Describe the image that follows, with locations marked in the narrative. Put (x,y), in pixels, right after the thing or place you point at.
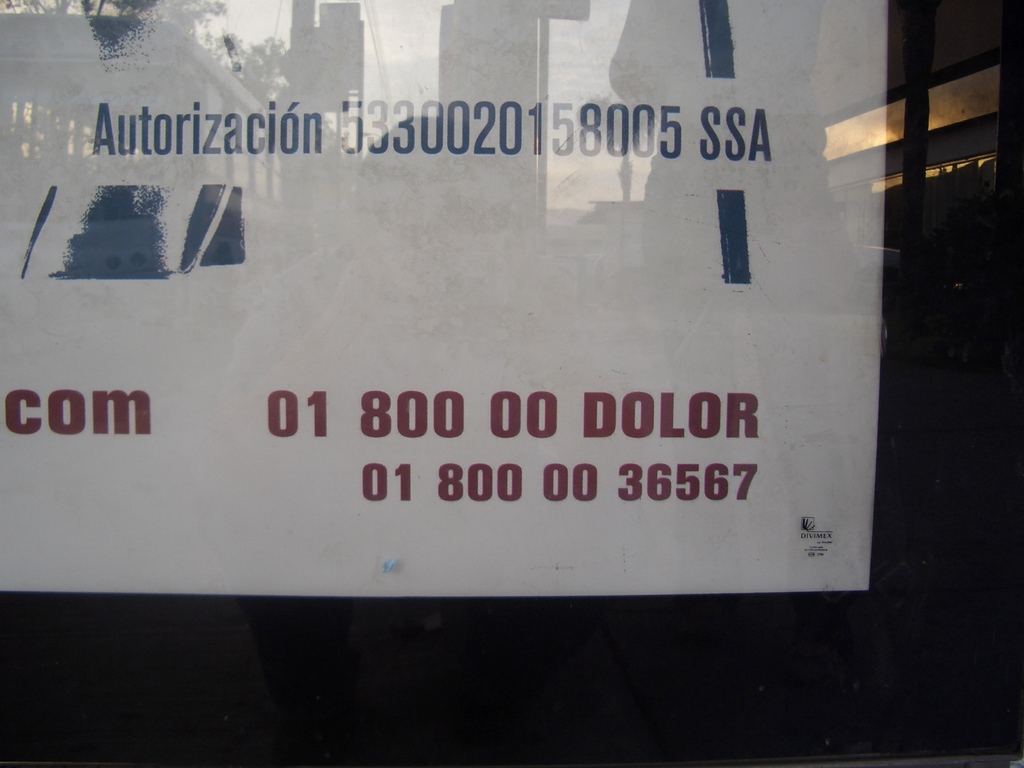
A paper (551,449) is attached to a glass wall (784,607) on which numbers (501,427) are written.
